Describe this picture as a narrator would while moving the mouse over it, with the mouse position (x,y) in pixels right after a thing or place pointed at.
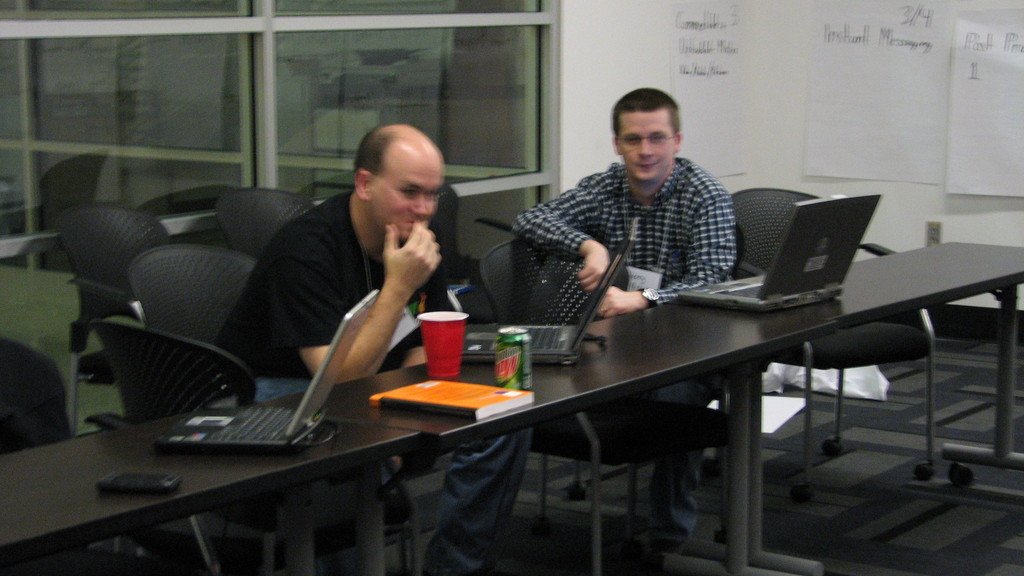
In this image there are two men (602,218) sitting on the chair (569,273) in front of the table (631,346). On the table (652,342) there are three laptops (823,242), cup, book (417,392), mobile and tin (515,341). At the background (175,74) there are glass windows (160,129) and stickers (710,90).
